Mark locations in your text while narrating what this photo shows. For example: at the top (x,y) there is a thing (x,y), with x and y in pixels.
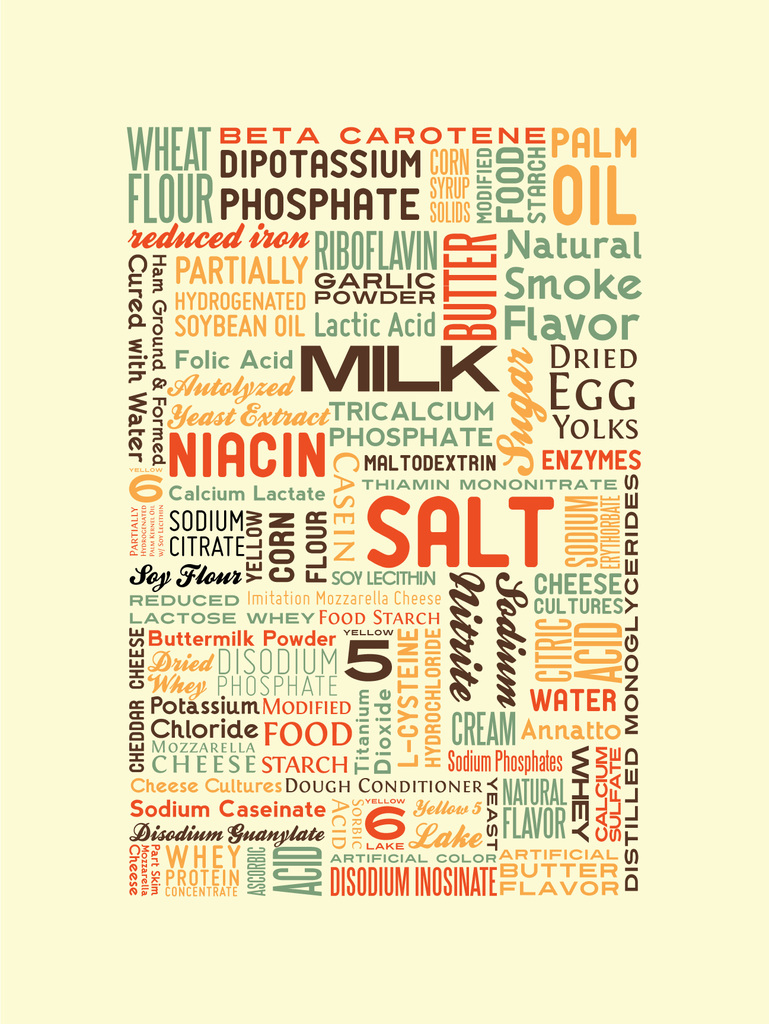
In this image we can see there is a text (408,649) in the middle of this image (369,551).
